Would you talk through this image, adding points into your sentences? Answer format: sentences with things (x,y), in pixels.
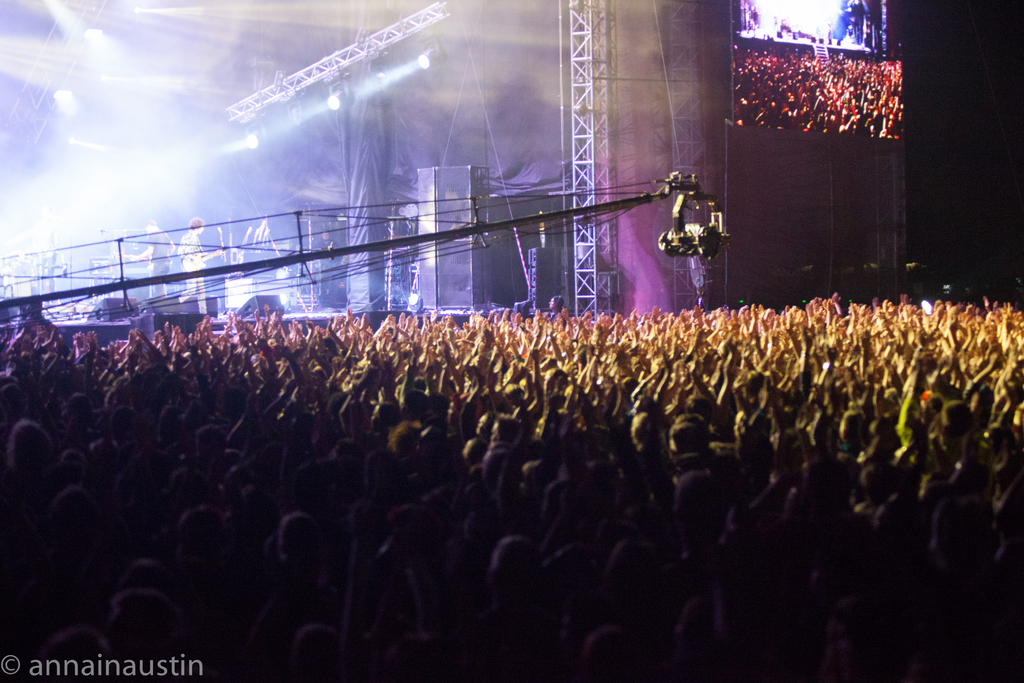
In this image, we can see crowd (554,363) and in the background (302,69), there are lights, stands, rods (599,178) and we can see some people (201,240) playing music and at the top (768,43), there is a screen (778,60) and a curtain (822,191). At the bottom (70,658), there is some text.
